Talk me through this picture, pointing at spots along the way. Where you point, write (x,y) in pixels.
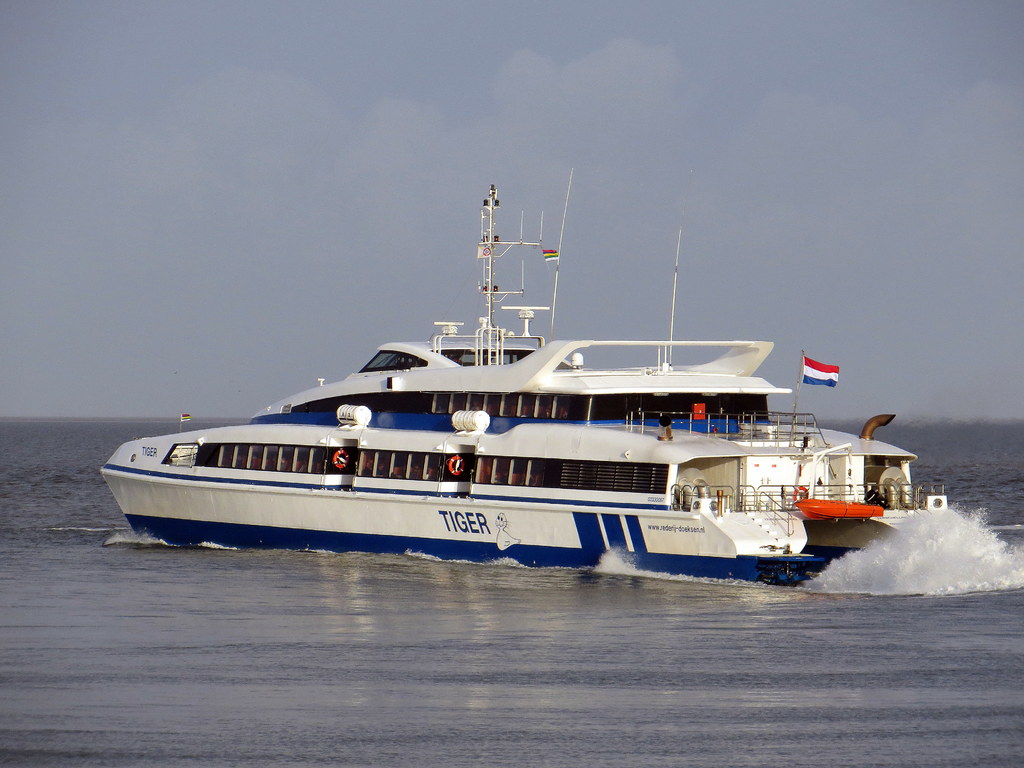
In the image there is a ship (419,478) sailing on the water (915,540), it has two floors (516,396) and on the right side (813,360) a flag (828,378) is flying in the second floor (770,382).
